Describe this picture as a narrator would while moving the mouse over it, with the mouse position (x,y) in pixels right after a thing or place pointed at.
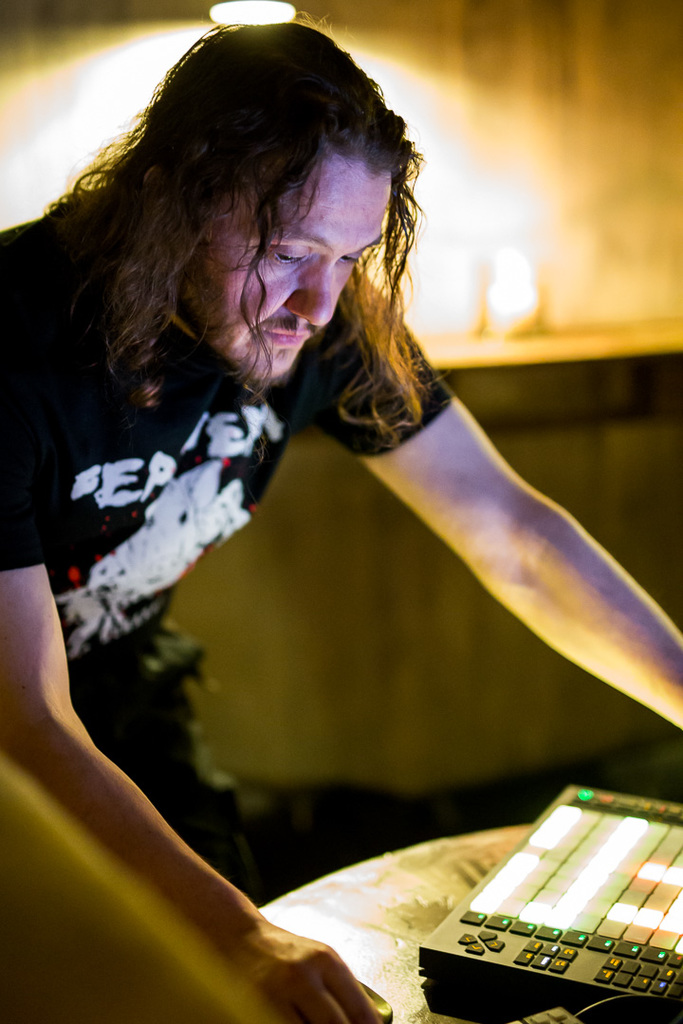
There is a man (177,676) standing, in front of this man (187,764) we can see objects (519,882) on the table (368,896). Background (391,76) it is blurry and we can see light (396,95).
